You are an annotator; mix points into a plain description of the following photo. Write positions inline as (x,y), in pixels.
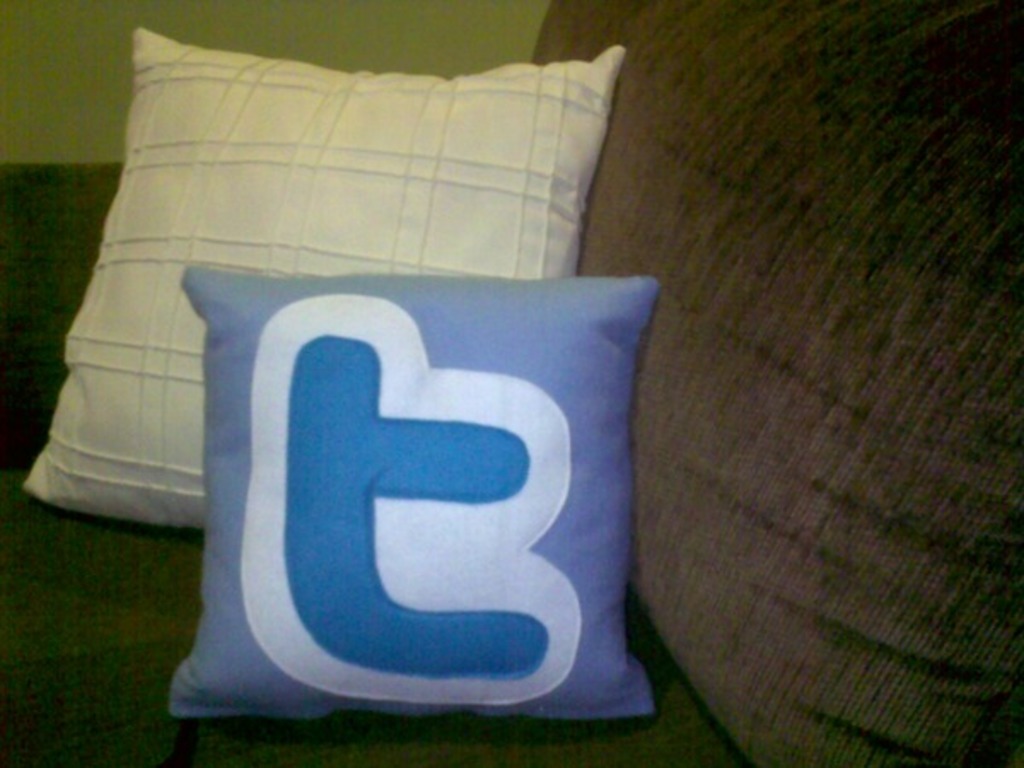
In this image I can see a couch (816,453) which is brown and black in color and on it I can see two cushions (408,419) which are blue and white in color. In the background (408,62) I can see the wall (304,38).
